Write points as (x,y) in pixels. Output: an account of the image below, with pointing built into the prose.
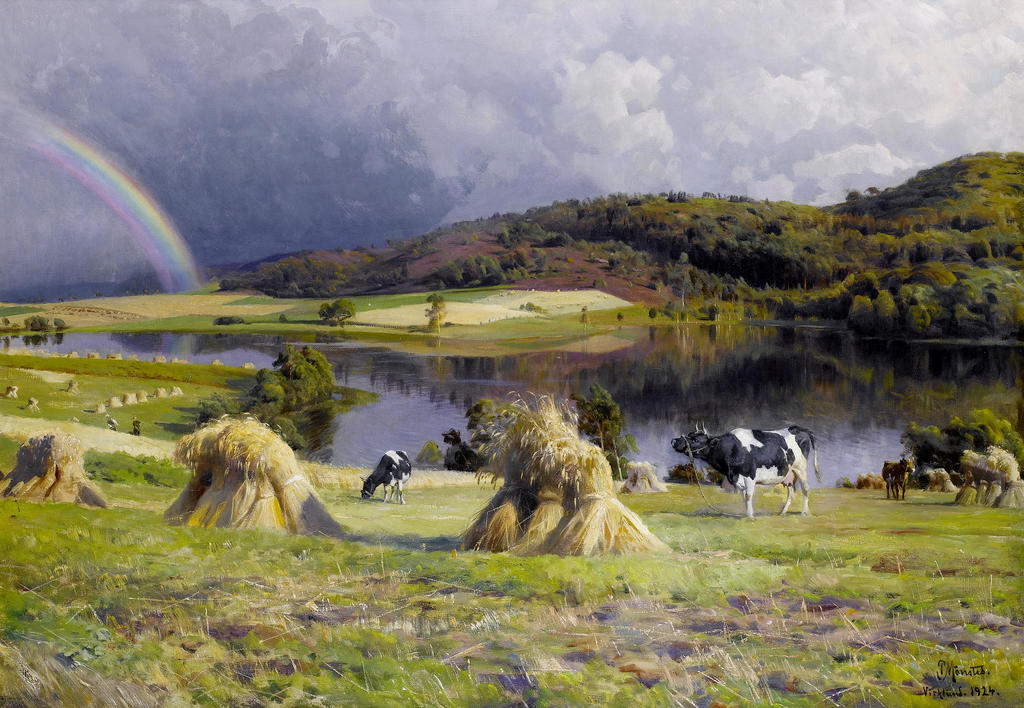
There are some cows (735,464) on the grassy land (374,510) as we can see at the bottom of this image (338,561). There is a pond (468,399) in the middle of this image (366,365) and there are some trees (920,437) and a mountain (455,269) in the background (422,279). There is a sky (493,141) at the top of this image (340,144), as we can see there is a rainbow (65,156) at the top left side of this image (145,199).
